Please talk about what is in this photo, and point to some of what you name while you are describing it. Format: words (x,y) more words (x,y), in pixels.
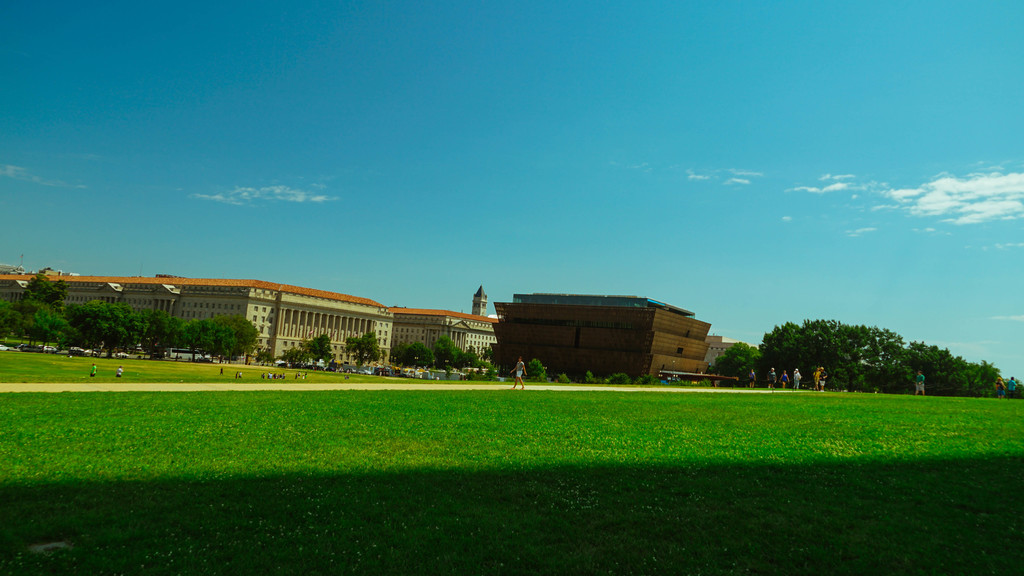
There is a grassy land (503,513) at the bottom of this image (582,496). We can see people (297,377), trees (861,357) and buildings (404,331) in the middle of this image (651,350) and the sky (658,280) in the background (586,246).
